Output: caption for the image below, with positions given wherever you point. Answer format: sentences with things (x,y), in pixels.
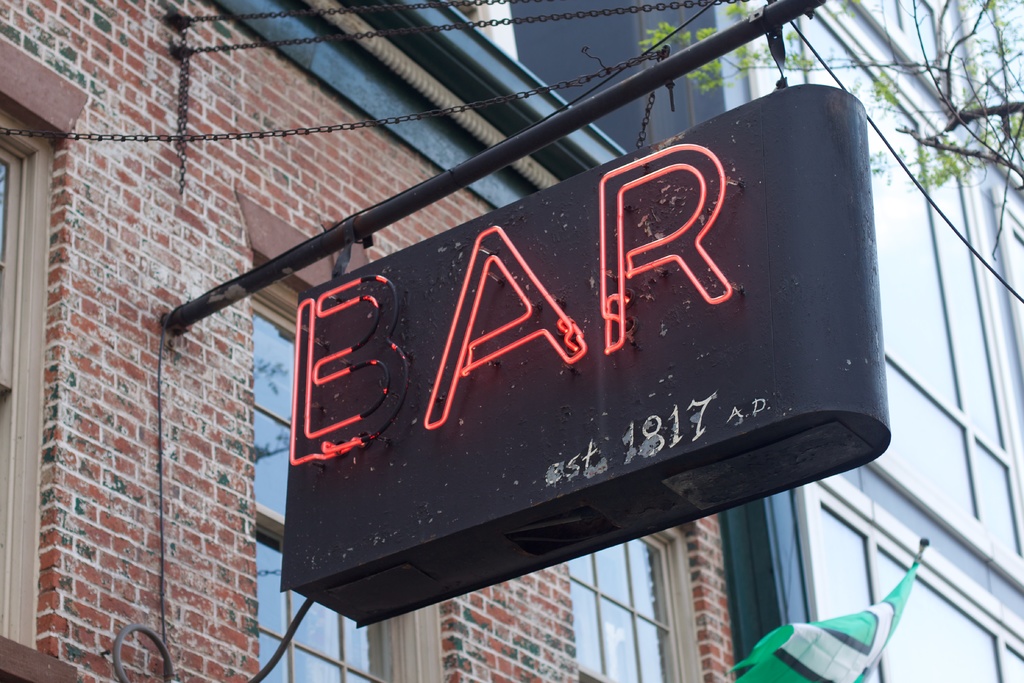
In the image we can see a building (256,562) and the windows (639,601) of the building (639,601). There is a board (562,397), on which it is written bar. There is a tree (959,43) and a cloth (828,640), green in color.
